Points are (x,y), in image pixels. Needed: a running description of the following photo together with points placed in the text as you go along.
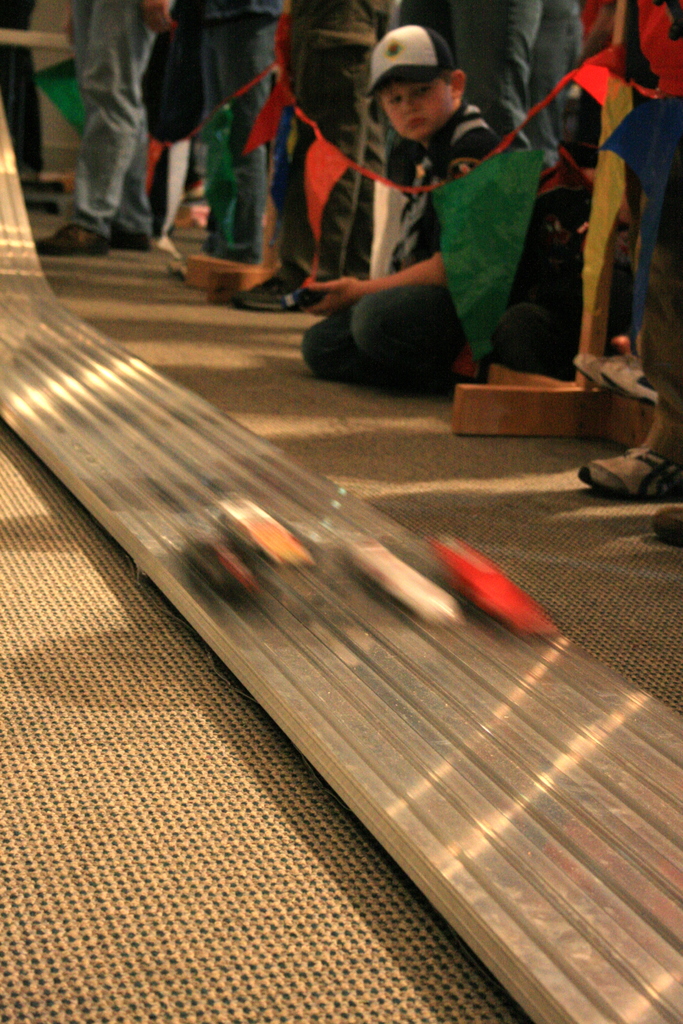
In this image, we can see people (537,31) standing and there are some stands (520,381) and flags (412,188). At the bottom (401,709), there is a race track (177,482) with cars (250,580) on the floor (167,825).
